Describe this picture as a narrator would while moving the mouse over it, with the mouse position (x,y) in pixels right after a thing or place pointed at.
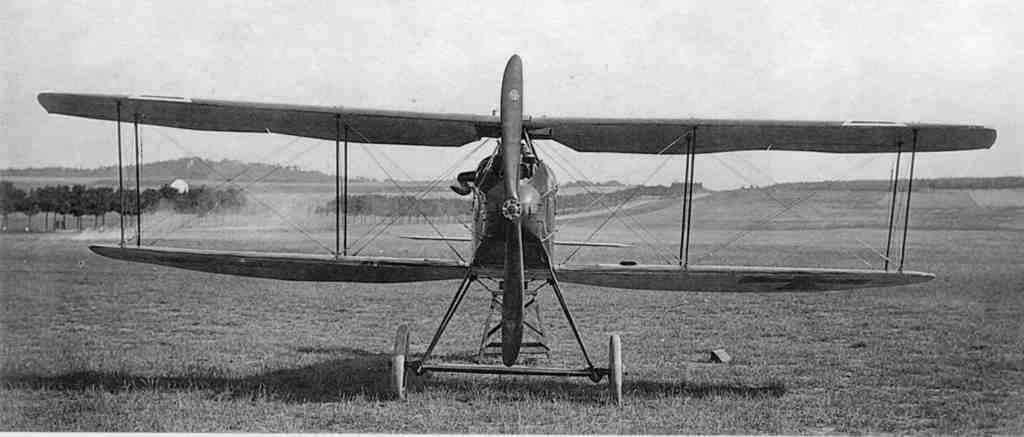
In the image we can see there is a plane (483,199) standing on the ground (449,374) and the ground (359,396) is covered with grass (228,335). Behind there are lot of trees (128,205) and there are hills (228,160). There is a clear sky (251,157) on the top (425,85) and the image is in black and white colour.
